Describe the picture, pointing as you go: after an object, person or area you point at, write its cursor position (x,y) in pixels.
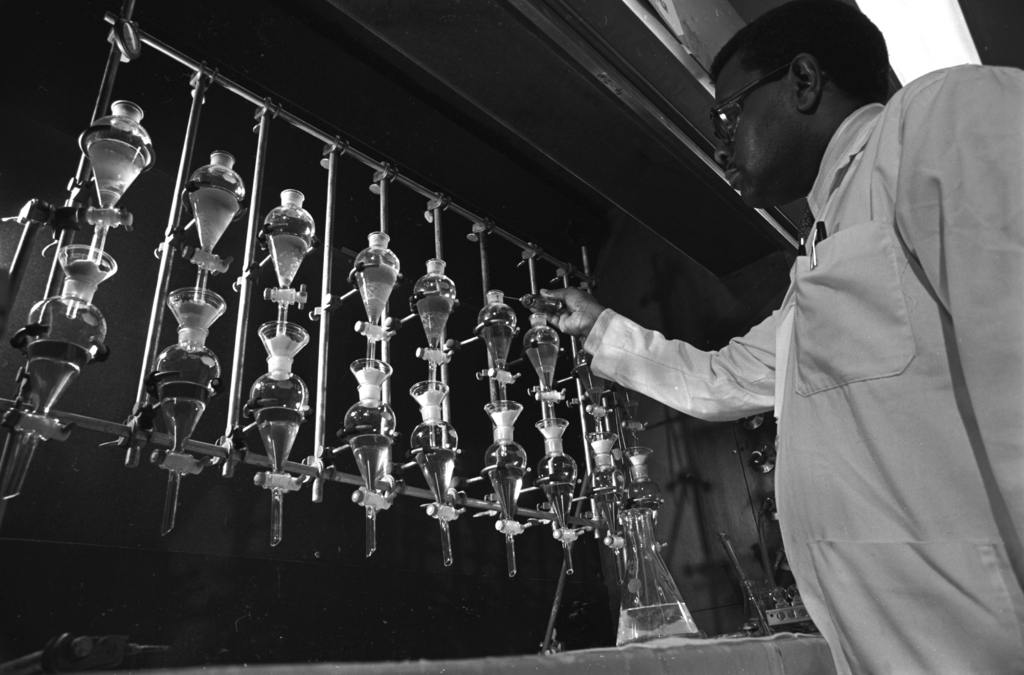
In the foreground of this black and white image, On the right (878,359), there is a man (867,305) standing and on the left (295,380), there are laboratory utensils (421,387) and the wall (403,100).
